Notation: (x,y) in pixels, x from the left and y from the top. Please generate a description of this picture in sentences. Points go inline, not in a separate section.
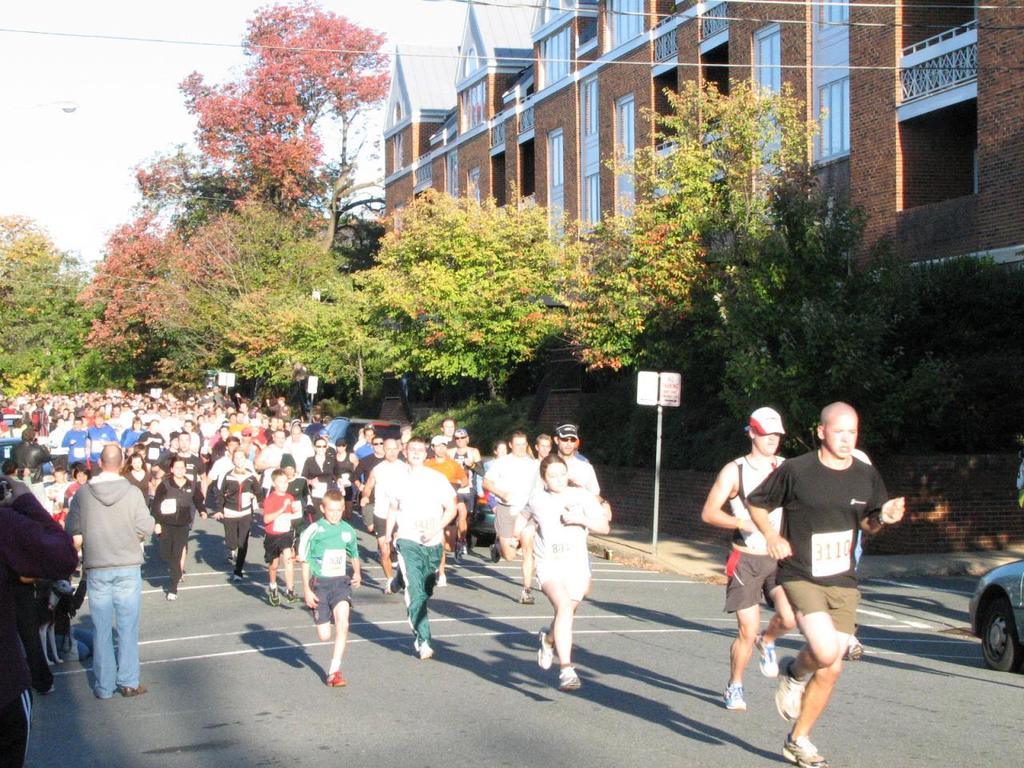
In this picture we can see few vehicles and group of people (153,512), and we can see few are standing, few are running, in the background (719,118) we can find few sign boards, trees (346,240) and buildings (523,118), and few people (772,466) wore caps (754,425).
